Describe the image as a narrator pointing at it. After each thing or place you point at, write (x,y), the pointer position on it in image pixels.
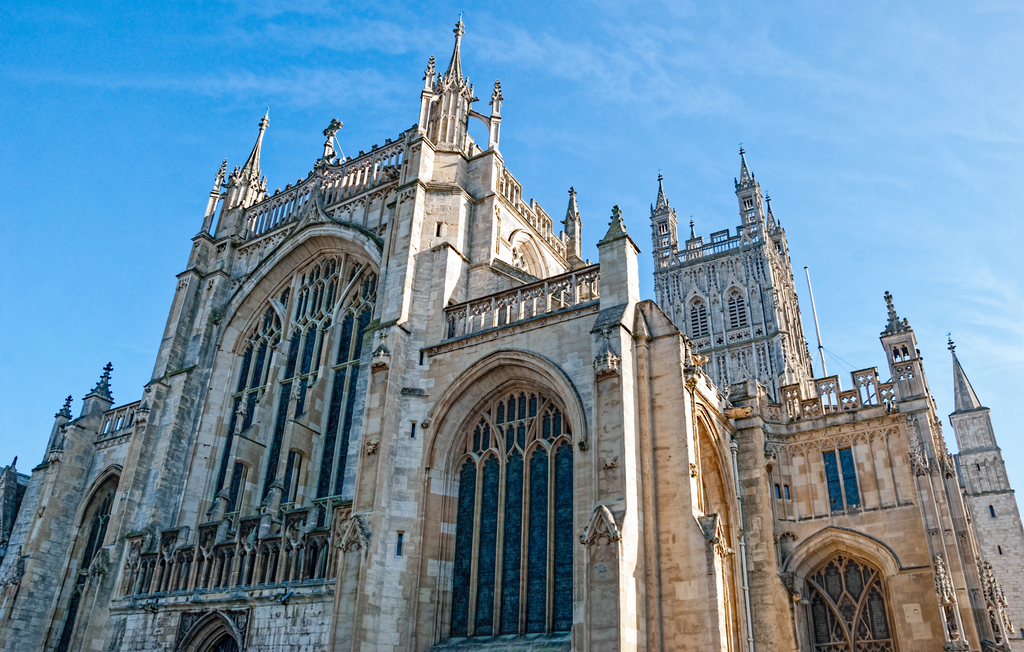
In this image, we can see a building (608,294), there are some windows (482,561) on the building (352,447), at the top (712,49) there is a blue color sky (647,55).
